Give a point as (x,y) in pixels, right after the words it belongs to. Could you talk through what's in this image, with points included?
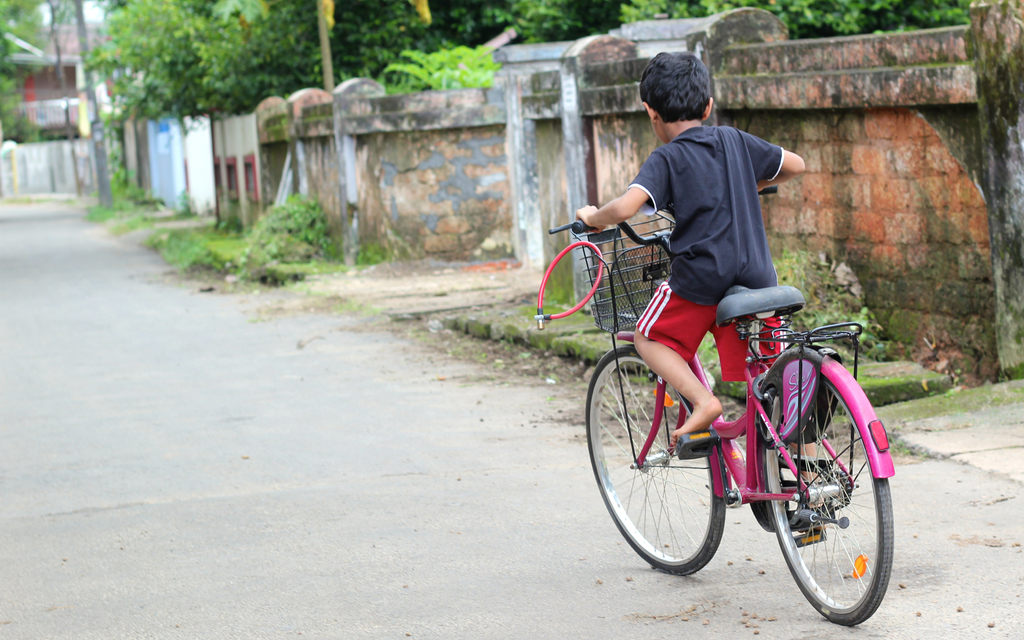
a person (710,223) is riding a pink color bicycle (607,409) on the road (333,396). at the right side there is a brick wall (436,126) and behind that there are trees (259,37).
